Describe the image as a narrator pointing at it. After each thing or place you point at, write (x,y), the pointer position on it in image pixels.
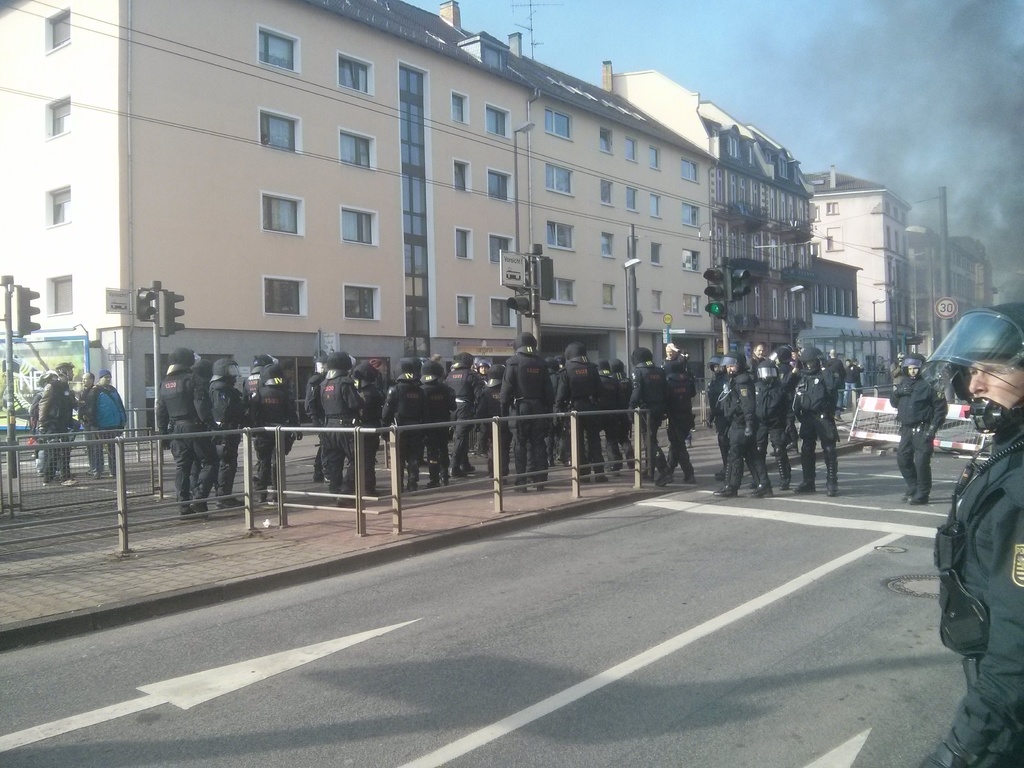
In this image on the road (924,545) there are many people (965,584) wearing uniform (554,376), helmets (641,358). On the road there are many traffic signals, sign boards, barricade (861,422). Here there is smoke (965,147). In the background (879,289) there are buildings (867,284). The sky (674,54) is clear.
